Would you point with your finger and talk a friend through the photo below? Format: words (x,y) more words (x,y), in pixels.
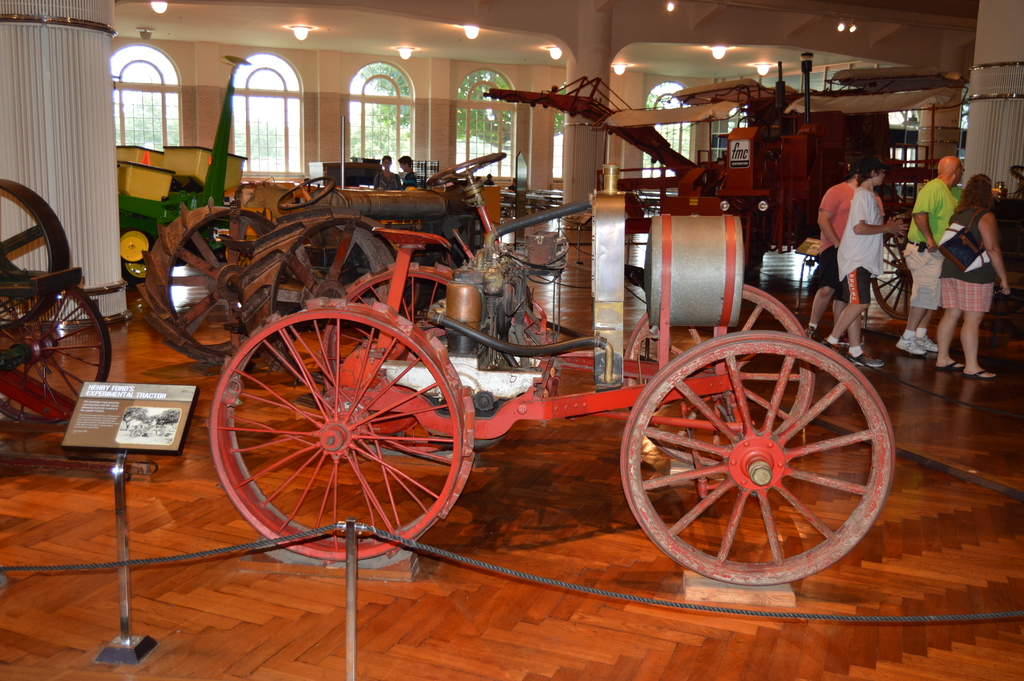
This picture is clicked inside. On the right (910,240) we can see the group of persons (918,209). In the center (506,302) we can see there are many number of vehicles (386,265) parked on the ground (665,518) and we can see the rope (266,541) and metal rods (355,580) and a board (110,420) attached to the metal rod (118,472) on which we can see the text (99,411) is printed. In the background (115,55) we can see the ceiling lights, roof (293,40), windows (292,138), pillars (52,56) and some other items (352,167) and through the windows (256,130) we can see the trees (461,91).
